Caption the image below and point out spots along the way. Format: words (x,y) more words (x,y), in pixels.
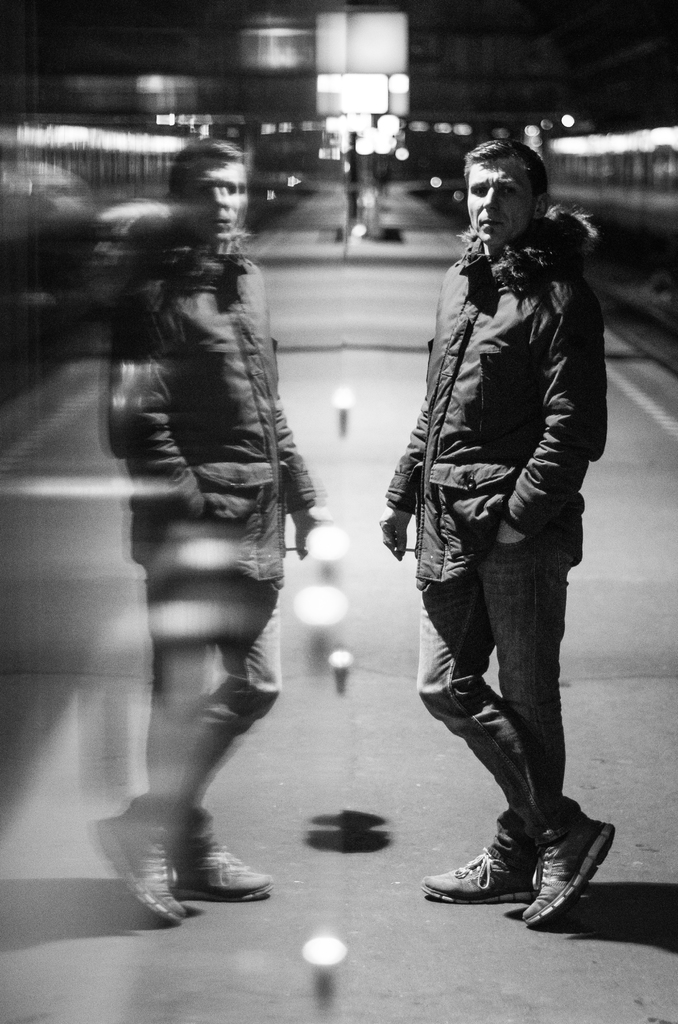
In this picture there is a man (601,323) who is standing in front of the mirror (245,565). He is wearing jacket (509,475), trouser (500,718) and shoes (540,886). He is standing on the platform (650,664). In the background (483,128) I can see the streetlights (406,152) and shed (502,122).
